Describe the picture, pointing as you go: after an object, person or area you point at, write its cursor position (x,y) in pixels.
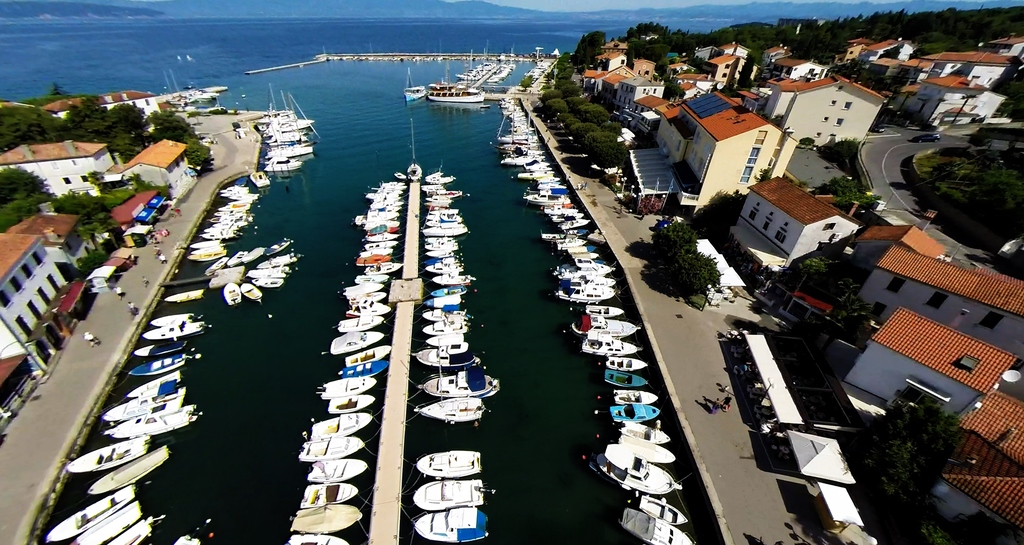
In this image, we can see some boats (500,148) floating on the water (434,449) in between trees (202,156) and buildings (759,151). There is a road (880,163) on the right side of the image (893,177). There is a sky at the top of the image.
